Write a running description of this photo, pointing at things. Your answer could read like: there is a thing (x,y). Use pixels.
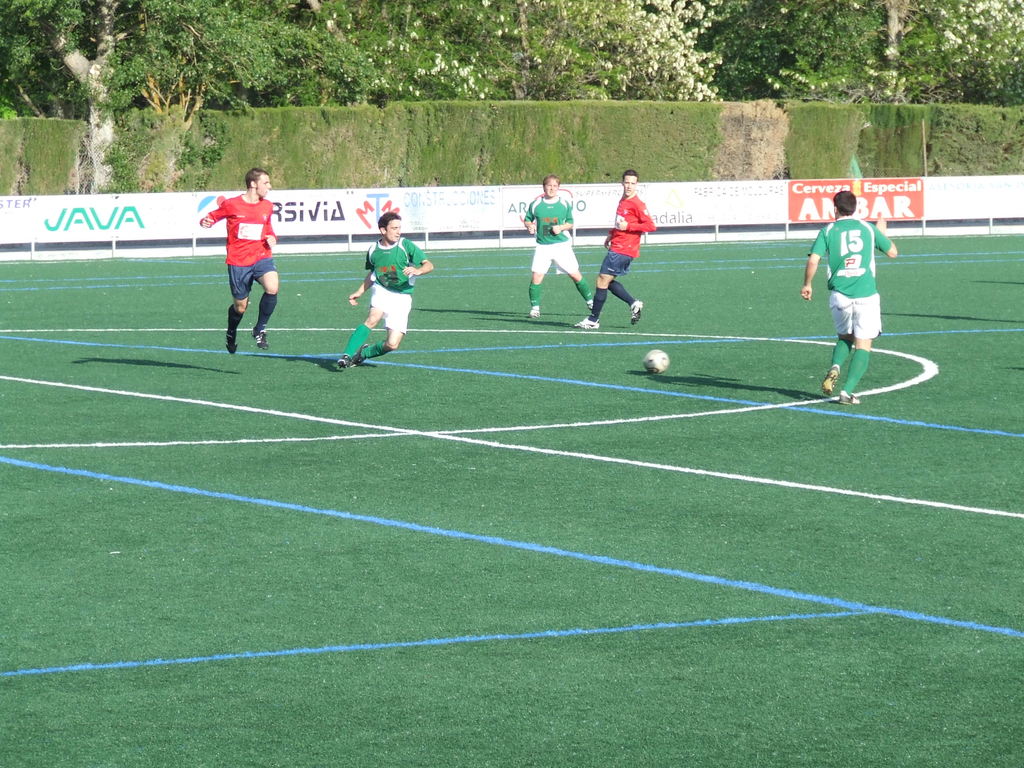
In this image we can see people (873,323), ball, ground (511,372), trees (747,1) and boards (26,241) with some text (449,207).
